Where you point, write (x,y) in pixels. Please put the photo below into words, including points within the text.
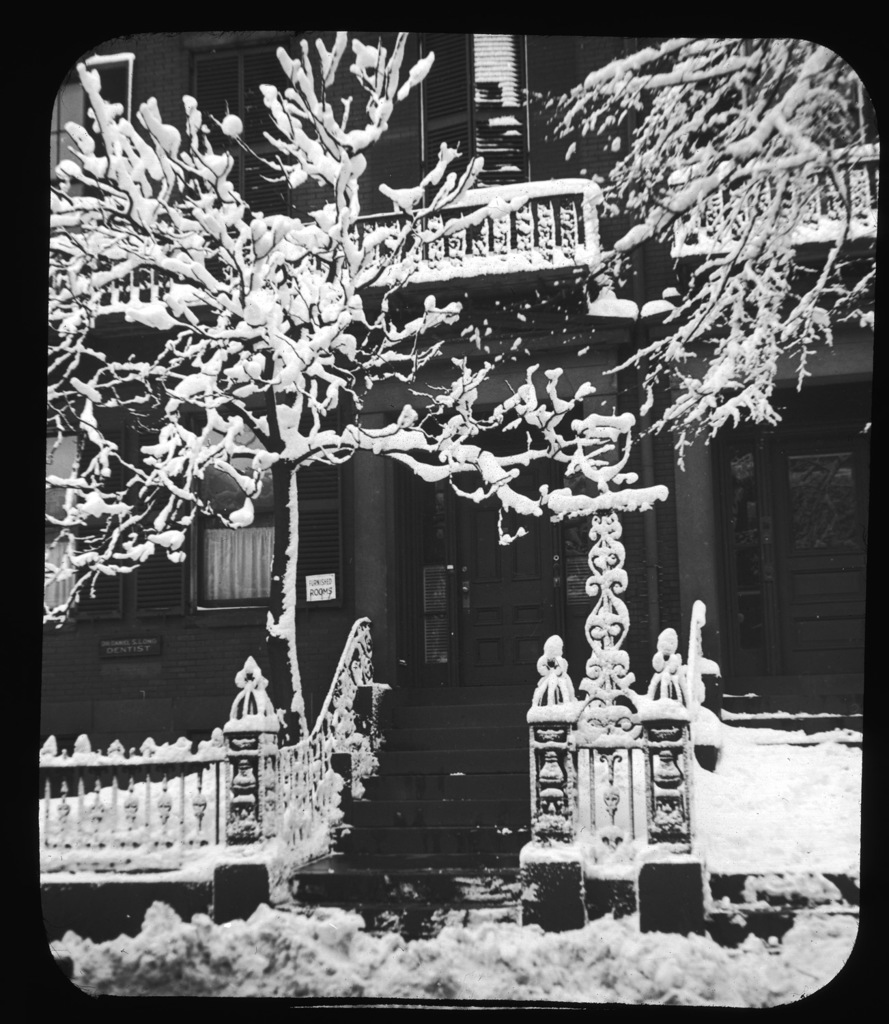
This is a black and white image. In the center of the image (471,568) there is a building (379,219). There is a tree (237,455). There are staircase (433,806). At the bottom of the image (690,982) there is snow (613,855).
